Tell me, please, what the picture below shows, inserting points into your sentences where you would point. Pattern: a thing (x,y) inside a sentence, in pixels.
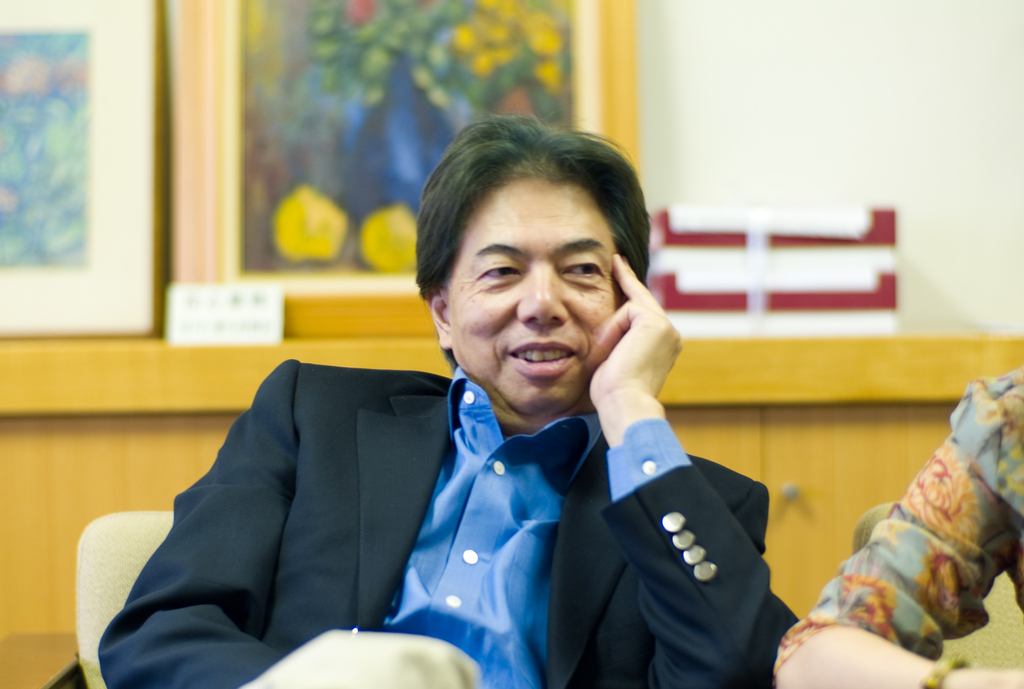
In this picture we can see a man (325,430) wore a blazer (368,541) and sitting on a chair (142,552) and smiling and beside him we can see a person hand (843,662) and in the background (768,434) we can see the wall (661,86), frames (381,146) and some objects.
